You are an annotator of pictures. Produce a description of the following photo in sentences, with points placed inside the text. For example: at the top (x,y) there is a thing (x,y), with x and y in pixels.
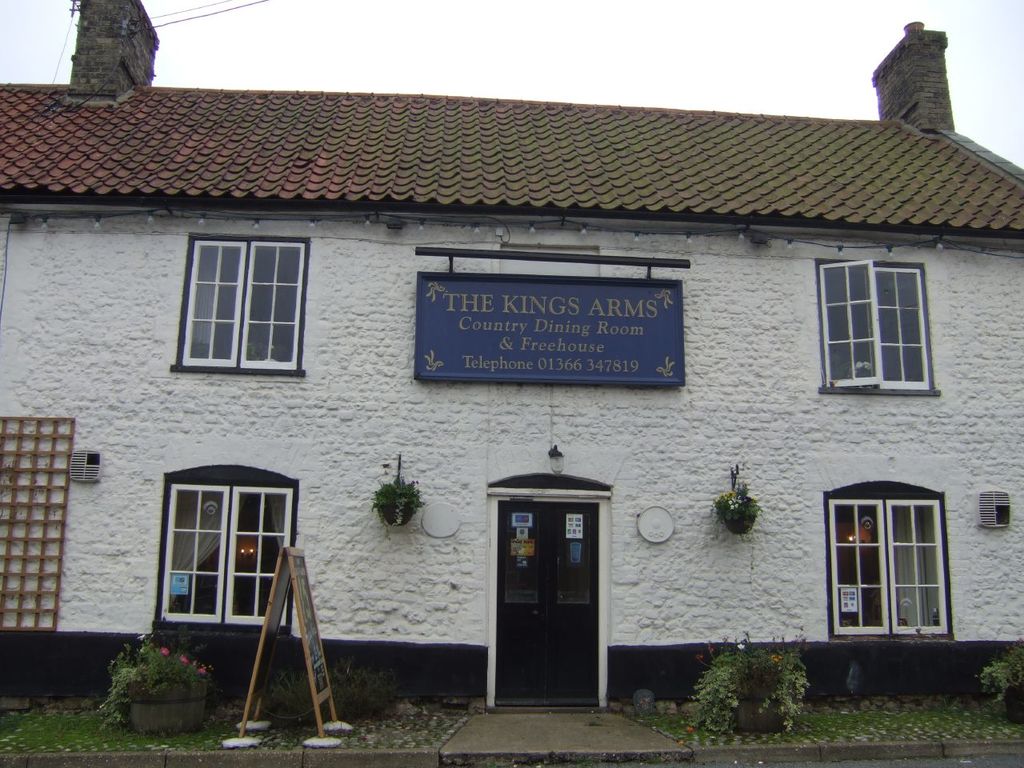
In this image there is a building (433,496), in front of the building (350,625) there is a board (259,648), plant pots (211,668) and there is an object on the left side of the image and there is a board (525,338) with some text (494,331) and two plant pots (409,501) are hanging on the wall (533,430) of a building (524,409), in the background (614,49) there is the sky (629,53).
